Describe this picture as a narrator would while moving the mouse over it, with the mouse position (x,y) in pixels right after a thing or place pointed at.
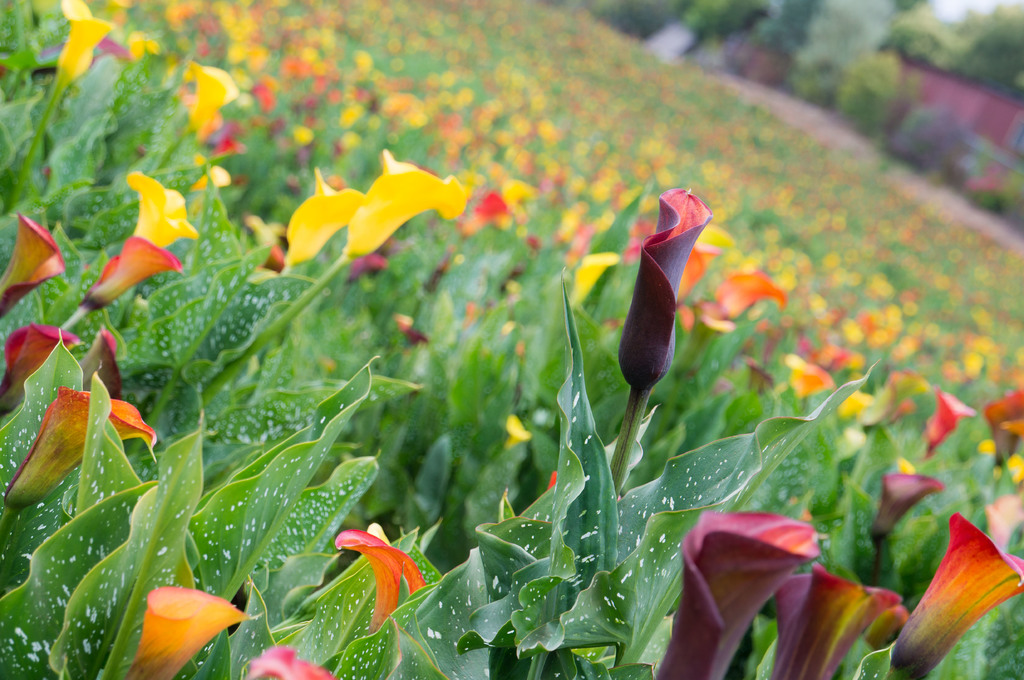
In this picture we can see flowers (909,378), leaves (489,334) and in the background (839,80) we can see trees (798,24) and it is blurry.
